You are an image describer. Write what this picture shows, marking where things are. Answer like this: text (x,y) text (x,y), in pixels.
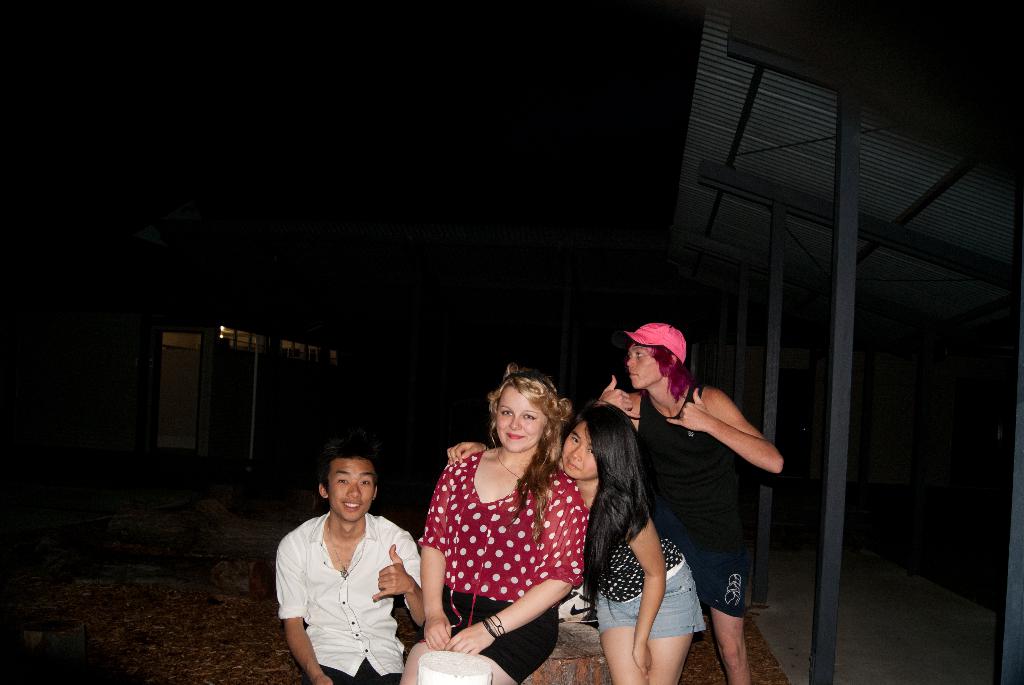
This picture shows couple of women (609,454) and couple of men (713,550) and we see a house (321,437) on the back (552,289) and we see a man (673,356) standing and wore a cap (637,343) on his head (644,345) and we see a white container (452,666).
